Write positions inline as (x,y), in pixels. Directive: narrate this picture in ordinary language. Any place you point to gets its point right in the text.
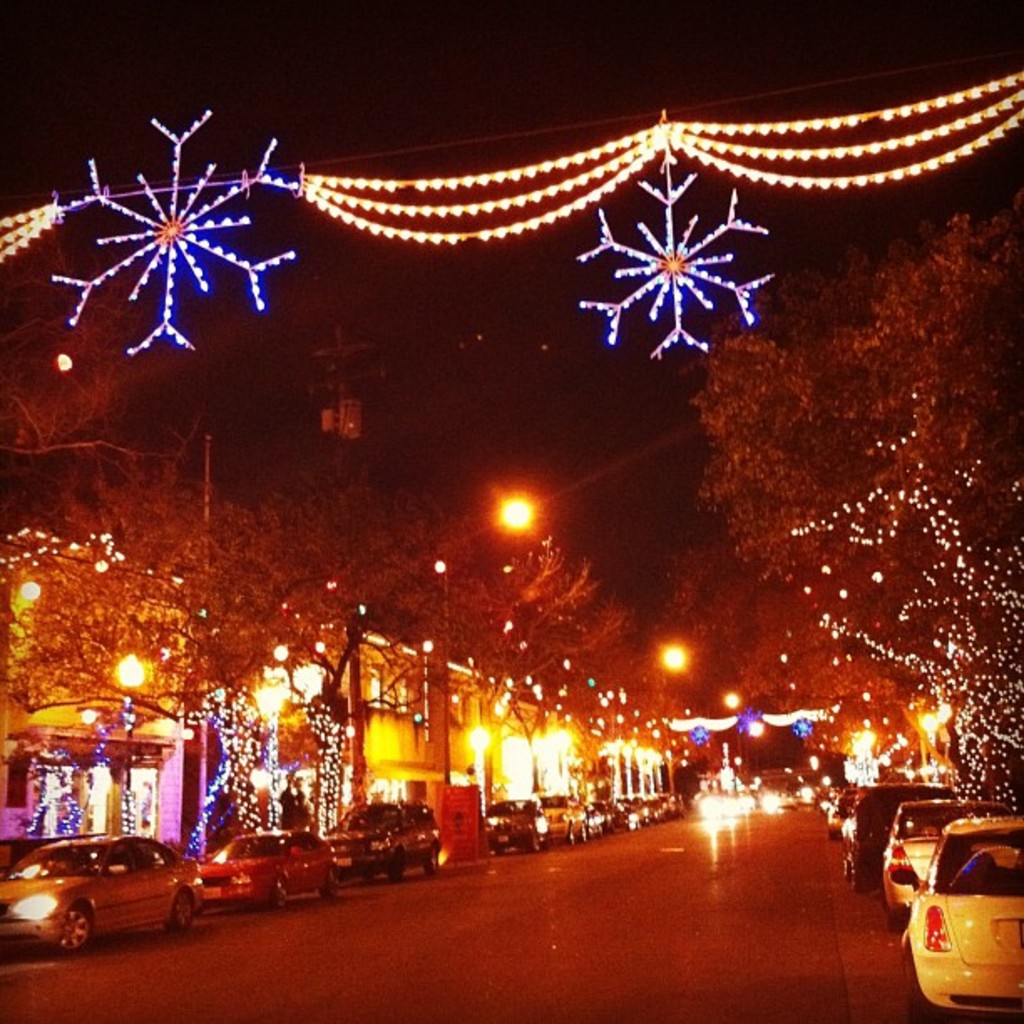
This picture is clicked outside. We can see the group of cars (874,833) seems to be parked on the ground (380,884). At the top (498,183) we can see the decoration lights (275,265) are hanging on the rope (799,88). In the background (480,434) there is a sky (480,427) and we can see the street lights (511,517), trees (551,652) and buildings (148,729).
